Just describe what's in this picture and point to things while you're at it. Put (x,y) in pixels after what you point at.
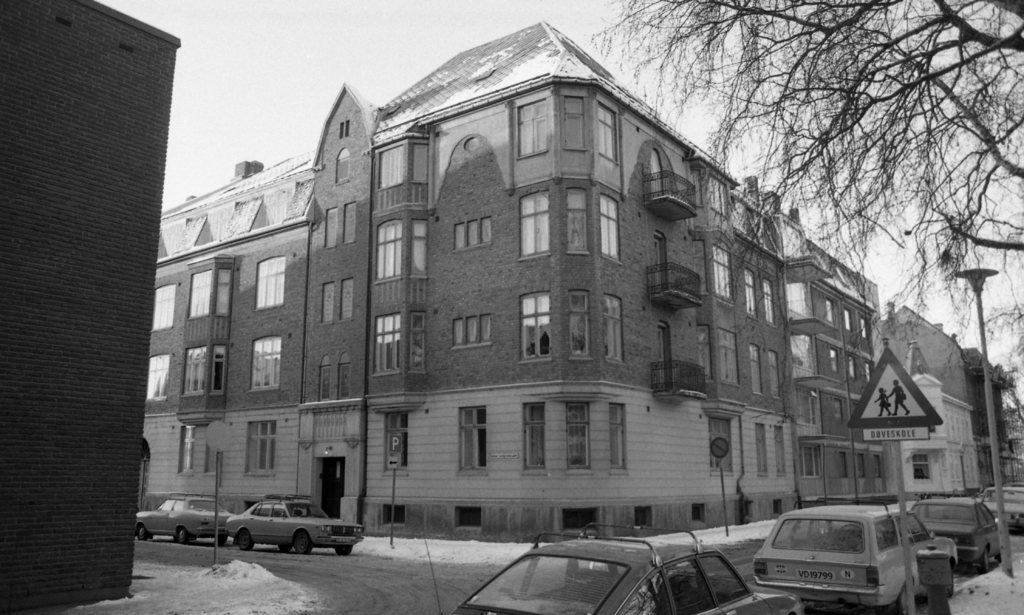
In this image I can see on the right side (917,527) few cars (917,527) are parked on the road (369,570) and there is a sign board (913,402) and there are trees (977,117). In the middle (609,211) there is a very big building (541,347) at the bottom (392,593) it is the road (391,612) and at the top (260,94) it is the sky (226,57).
